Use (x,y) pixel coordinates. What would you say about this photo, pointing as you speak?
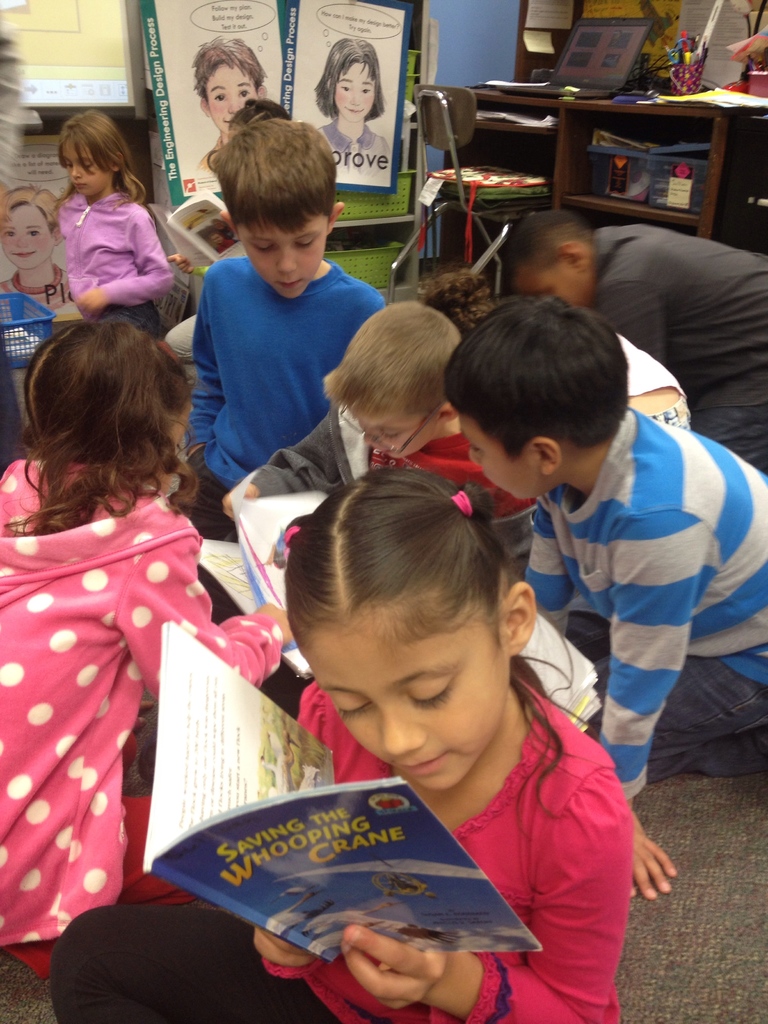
In this image we can see a group of children (386,720) on the floor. In that some children (484,702) are holding the books (279,833). We can also see some baskets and objects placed in the shelves (682,110), some papers (394,121) with pictures (148,9) on them, a laptop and some objects (682,100) placed on a table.
